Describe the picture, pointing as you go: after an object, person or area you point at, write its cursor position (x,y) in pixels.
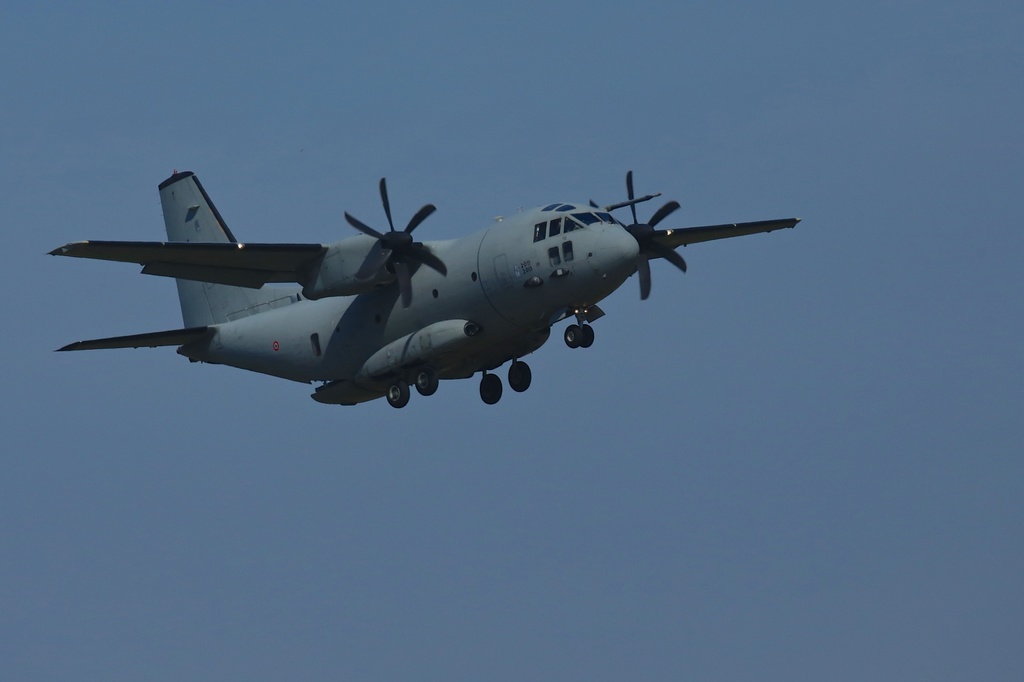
In this image I can see an aircraft (457,287) which is grey and black in color is flying in the air (229,189). I can see the sky (425,142) in the background (513,107).
